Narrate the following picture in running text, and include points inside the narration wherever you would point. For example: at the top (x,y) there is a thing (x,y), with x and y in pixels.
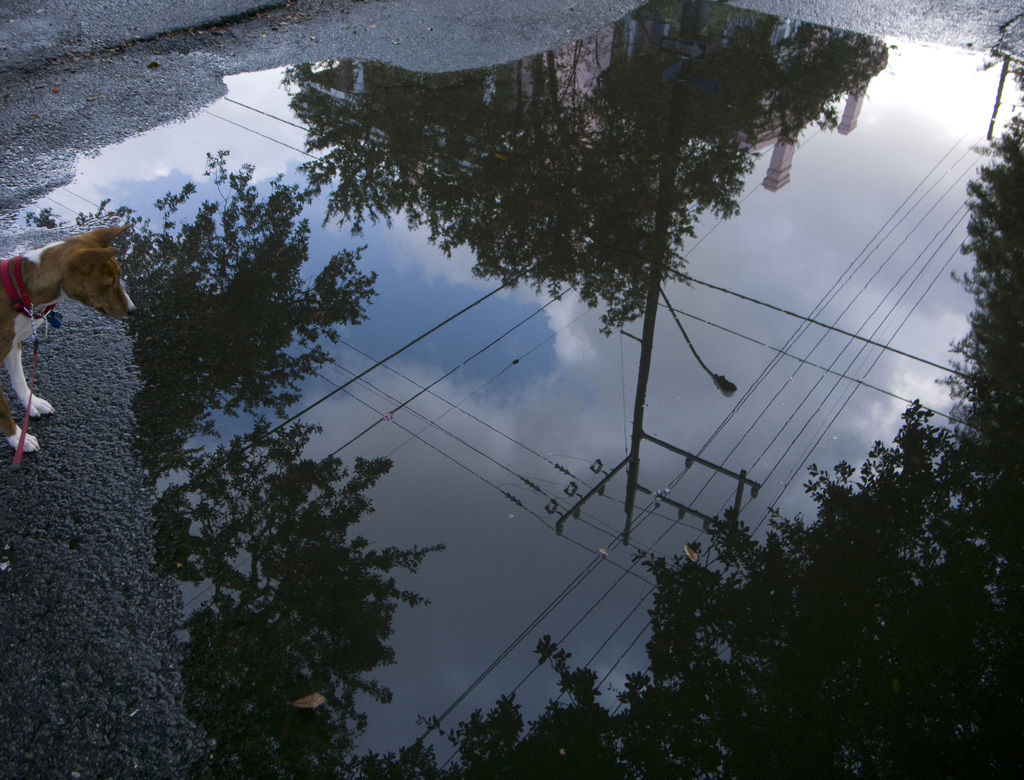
In this image we can see water (427,203) on a surface (400,56). On the left side (92,292) there is a dog (51,300) with collar (30,307) and belt (36,339). On the water (535,301) we can see reflections (856,701) of trees (704,645), also there is an electric pole (642,429) with wires (876,343) and we can see part of a building (844,127).
